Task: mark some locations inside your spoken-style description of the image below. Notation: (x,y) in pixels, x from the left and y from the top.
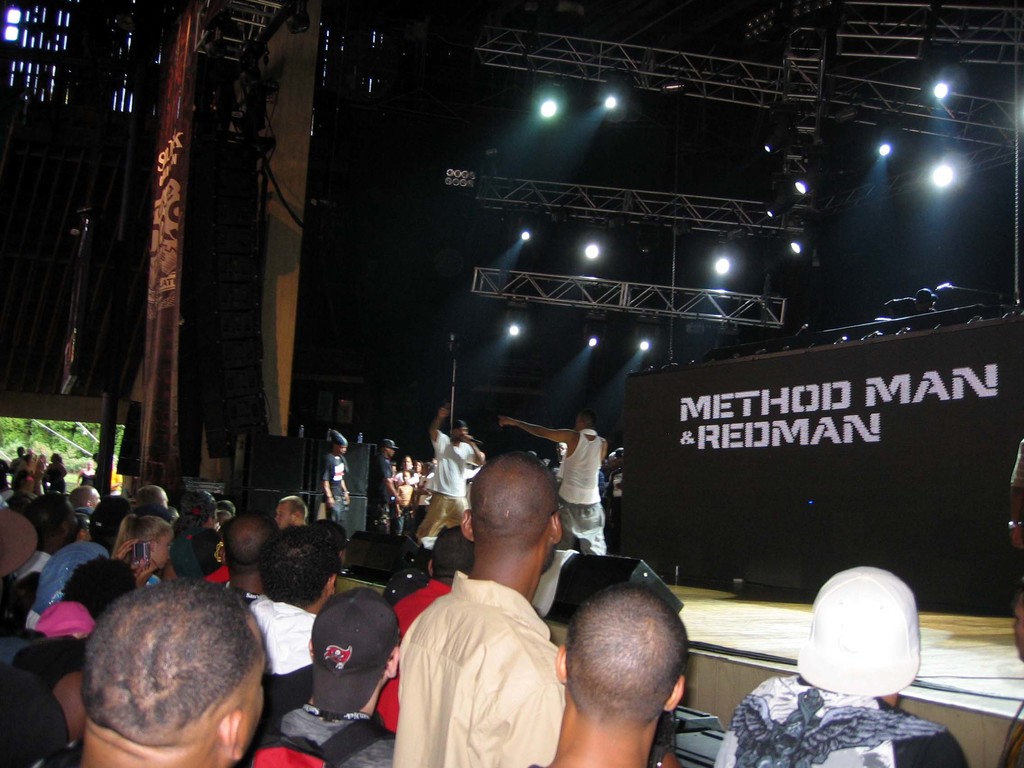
In this picture there are people (188,643) at the bottom side of the image (622,766) as audience (473,487) and there is a stage (618,429) in front of them on which there are other people (408,506), there is a poster (159,175) on the left side of the image (159,375) and there are lights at the top side of the image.
